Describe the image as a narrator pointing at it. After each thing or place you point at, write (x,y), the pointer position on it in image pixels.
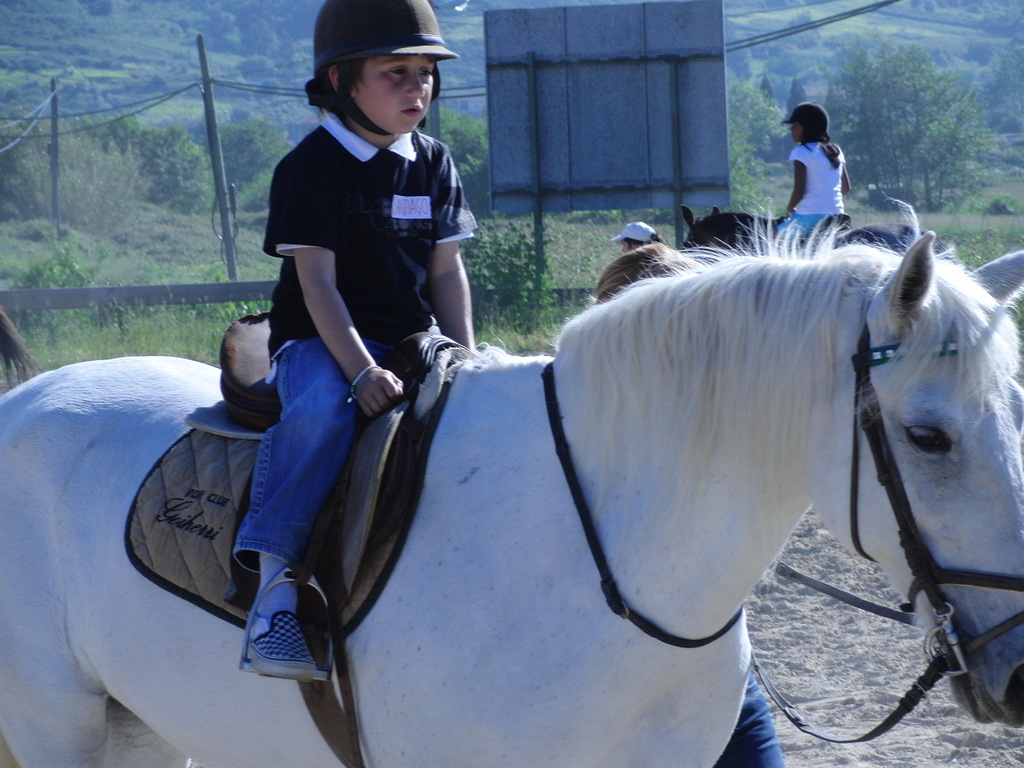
In the image there are two horses (747,419), on the first horse (519,675) kid (350,396) is sitting, the horse (698,463) is of white color, in the background (167,169) there are some trees (245,191), a board (572,128) and also some wires (112,108).
